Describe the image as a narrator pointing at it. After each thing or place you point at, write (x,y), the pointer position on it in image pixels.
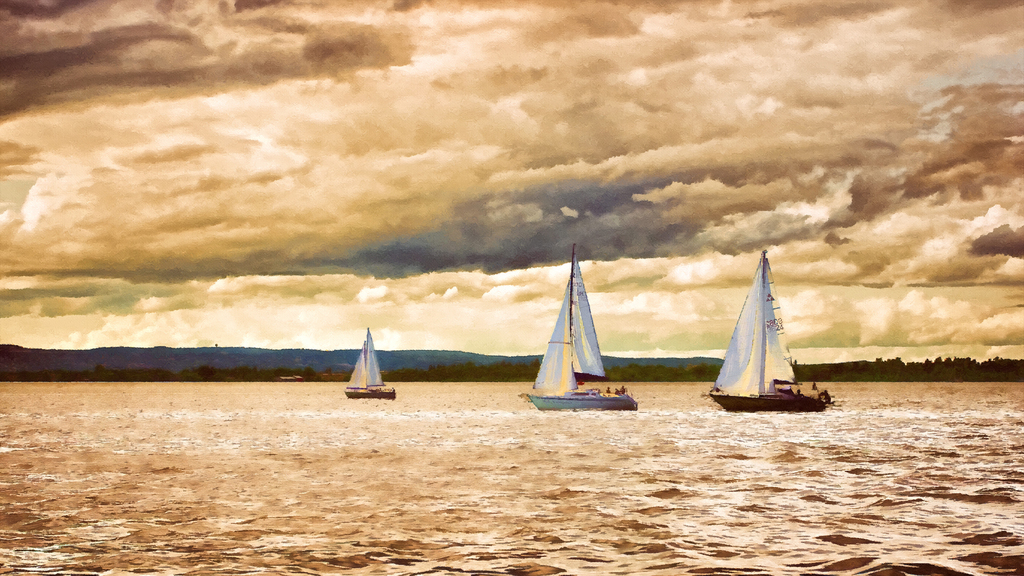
In this picture, we see water (587,502) and this water (602,505) might be in the sea (570,515). In the middle of the picture (599,367), we see three sailboats (549,385) which are sailing on the water (329,395). There are trees (507,365) and hills (132,366) in the background (675,372). At the top (562,176), we see the sky (507,207) and the clouds (408,221). This might be an edited image.
